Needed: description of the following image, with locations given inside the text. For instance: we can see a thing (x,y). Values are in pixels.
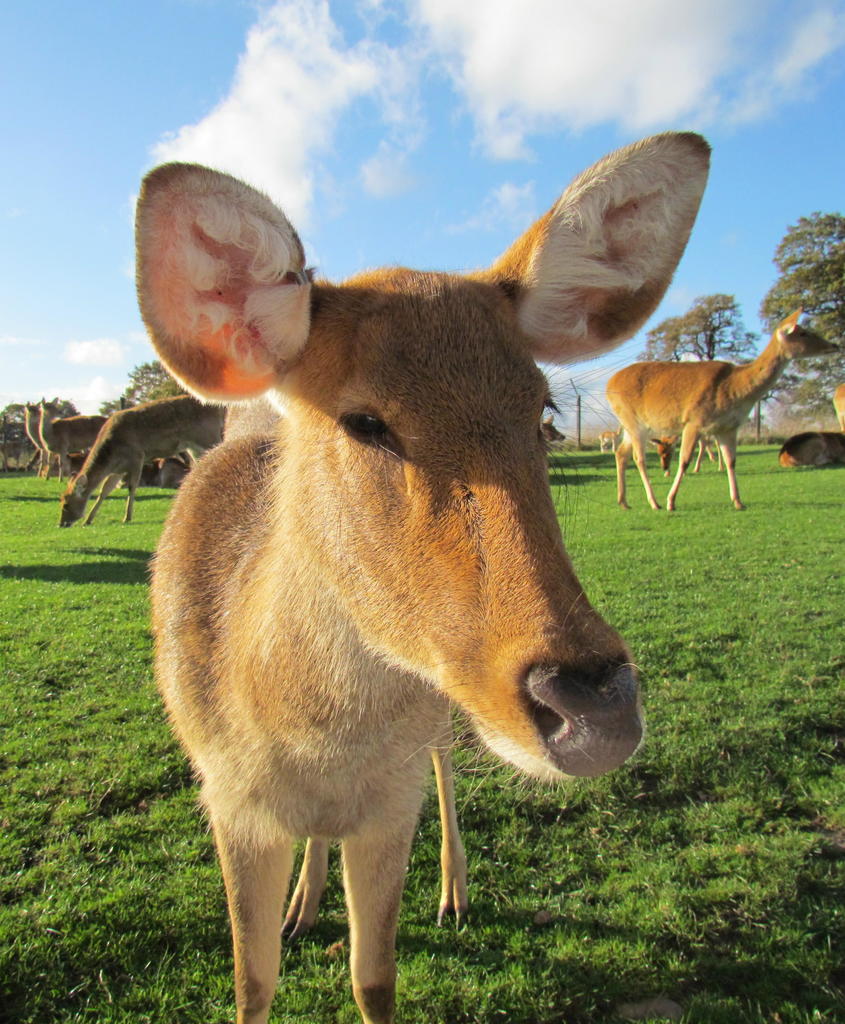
In this image I can see few animals (316,317) in brown and cream color. Background (716,531) I can see grass (725,524) and trees (780,312) in green color and the sky (355,195) is in blue and white color.
